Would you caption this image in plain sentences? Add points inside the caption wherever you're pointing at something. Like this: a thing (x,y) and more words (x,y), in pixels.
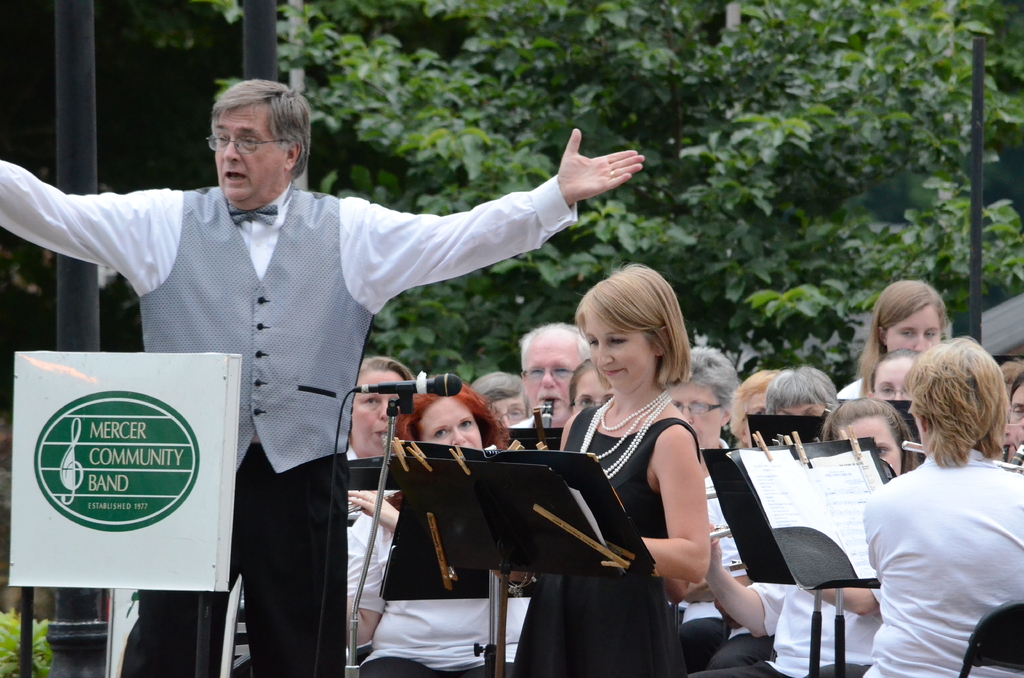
In this image we can see a person (250,194) with goggles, we can see a box (177,421) in front of him, behind him we can see a group of people (656,482), few stands (514,511), few files (591,512) with papers (783,495) and the few clips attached to the stand (534,513), there we can see few poles (88,80) and trees (608,125).
